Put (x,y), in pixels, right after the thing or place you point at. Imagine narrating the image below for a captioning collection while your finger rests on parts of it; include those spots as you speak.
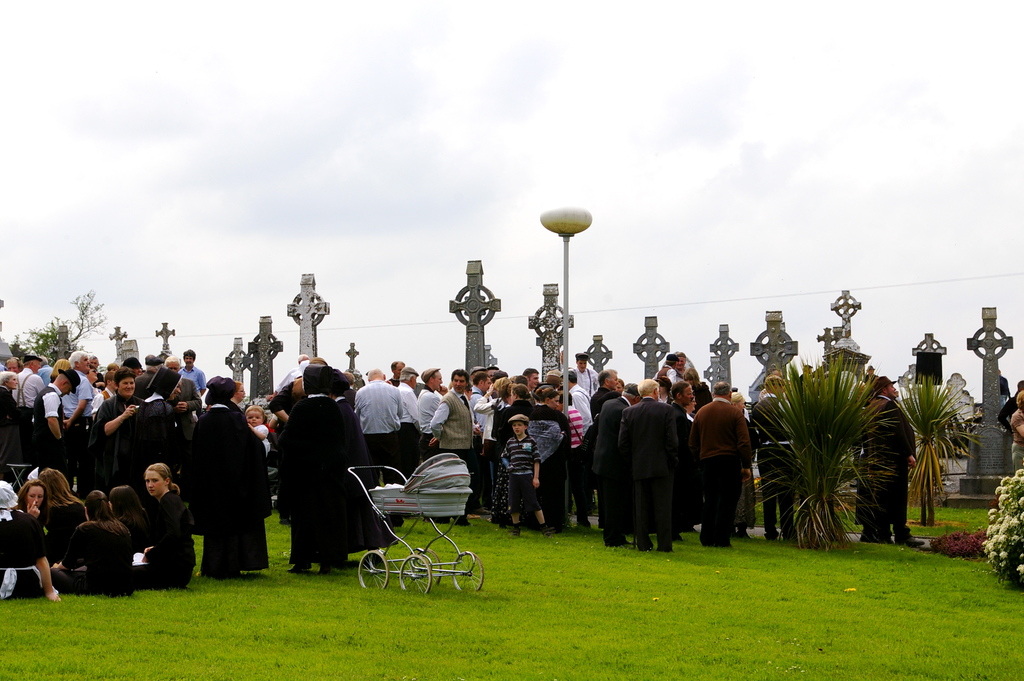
On the ground (603,601) there is grass (479,612). There are many people (240,385) standing and sitting. There is a stroller (391,506). On the right side (817,501) there are plants (935,488). In the back (250,350) there are stone sculptures (649,327). Also there is a light pole (585,221). In the background (537,180) there is sky (702,129).
